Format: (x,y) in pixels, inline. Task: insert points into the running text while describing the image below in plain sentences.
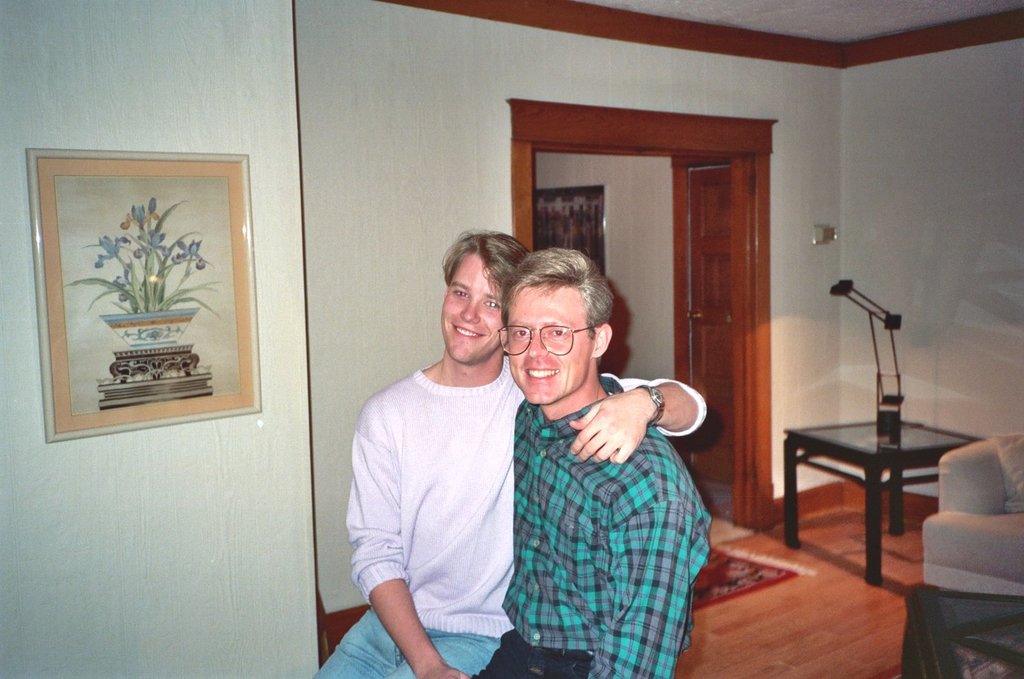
In the picture I can see a person (574,599) wearing green color checks shirt (587,543) and spectacles (513,330) and another person (432,584) wearing white T-shirt (423,570) are sitting here and smiling. Here we can see a photo frame (192,271) on the wall (89,670) which is on the left side of the image (40,264). In the background (904,439), I can see sofa set (1021,593), table (852,458), carpet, wooden flooring (775,590) and the door (715,170).
